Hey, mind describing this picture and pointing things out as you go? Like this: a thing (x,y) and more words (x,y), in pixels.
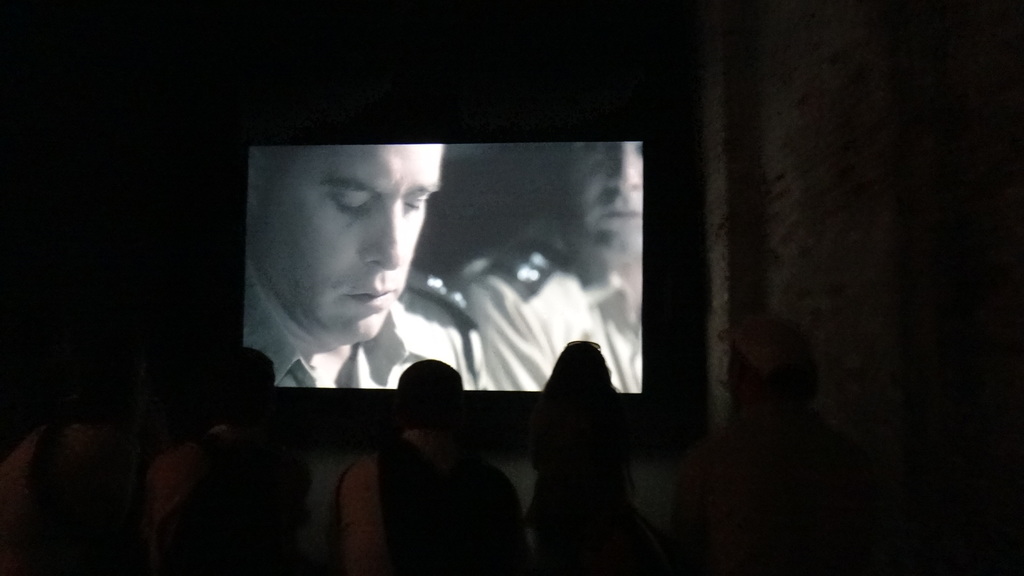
In this picture we can see a group of people (249,403) and in front of them we can see a screen (620,225) and in the background (756,71) it is dark.
